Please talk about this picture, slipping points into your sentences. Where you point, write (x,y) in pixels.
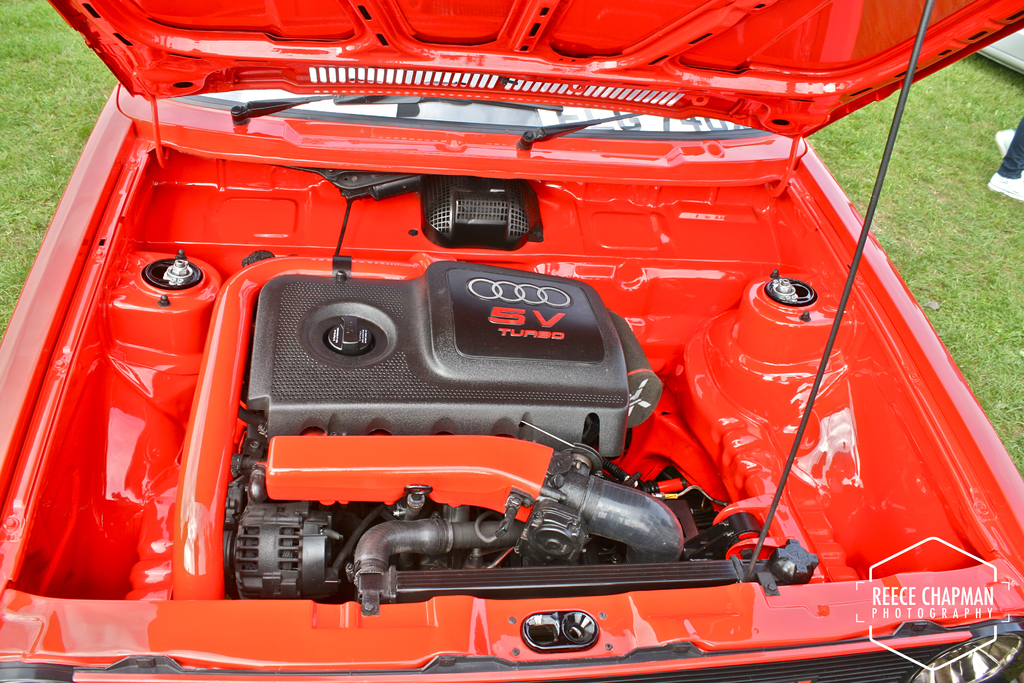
In this image we can see there is a hood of a car (225,321).
